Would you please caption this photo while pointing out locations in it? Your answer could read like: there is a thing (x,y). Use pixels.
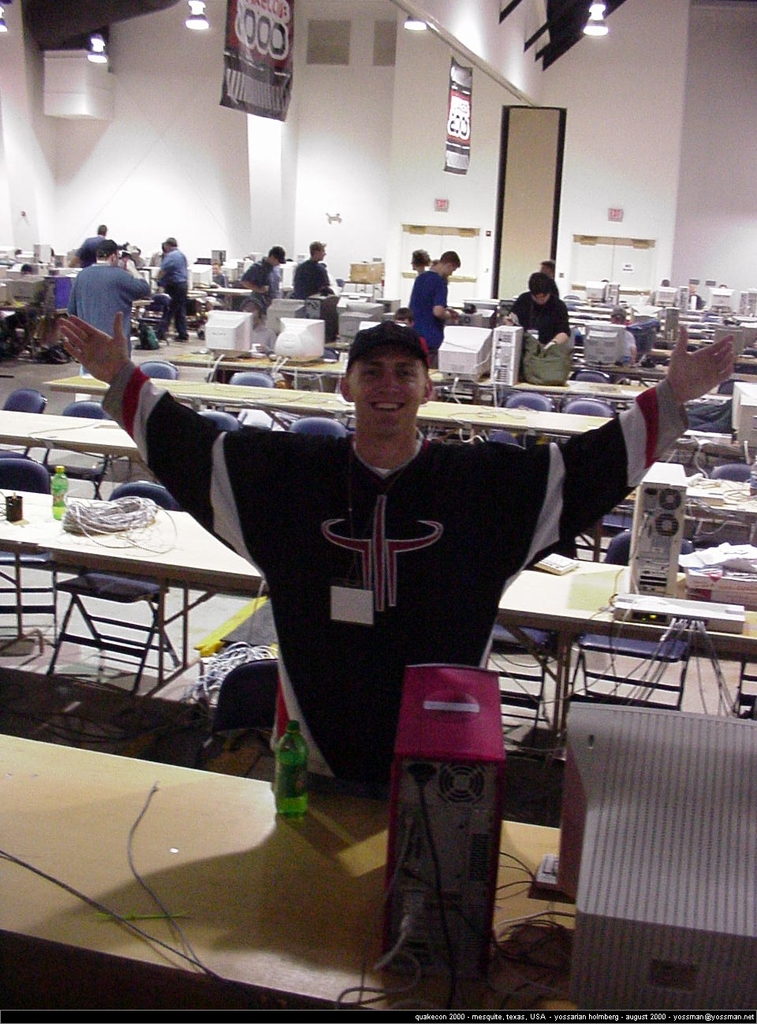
I can see in this image a group of people (396,624), among them few people (266,514) are standing in front of a table (228,562). On table (202,566) we are some few objects (99,525) on it. The person (285,612) in the front (343,440) is smiling and wearing a cap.
